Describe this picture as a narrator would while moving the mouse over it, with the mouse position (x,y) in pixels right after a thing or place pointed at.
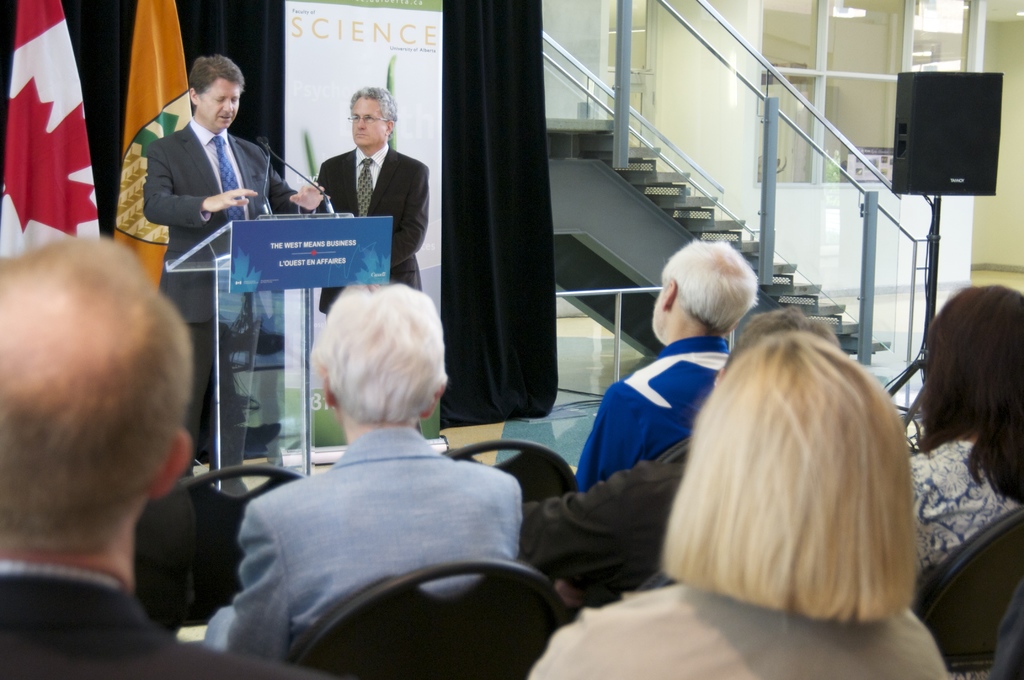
There are few people (448,476) sitting on the chairs (508,590). I can see two men (259,152) standing. This looks like a glass podium (259,340) with a mike (266,209). I think this is the board (278,234), which is attached to the podium (261,292). These are the flags (156,129) hanging. This looks like a banner (414,126). I can see a black cloth (490,93) hanging. These are the stairs (662,188) with the staircase holder (865,354). I think this is a speaker (947,151) with the stand (937,276). I can see the glass doors (850,61).
